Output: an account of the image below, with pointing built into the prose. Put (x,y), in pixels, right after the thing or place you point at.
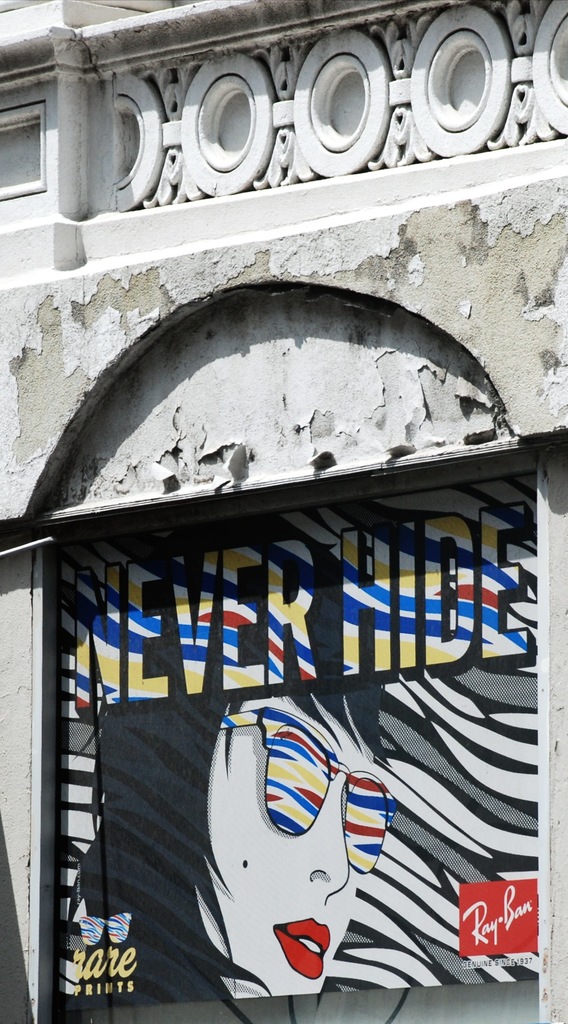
In this picture we can see a poster (344,618) to a wall (375,267).
